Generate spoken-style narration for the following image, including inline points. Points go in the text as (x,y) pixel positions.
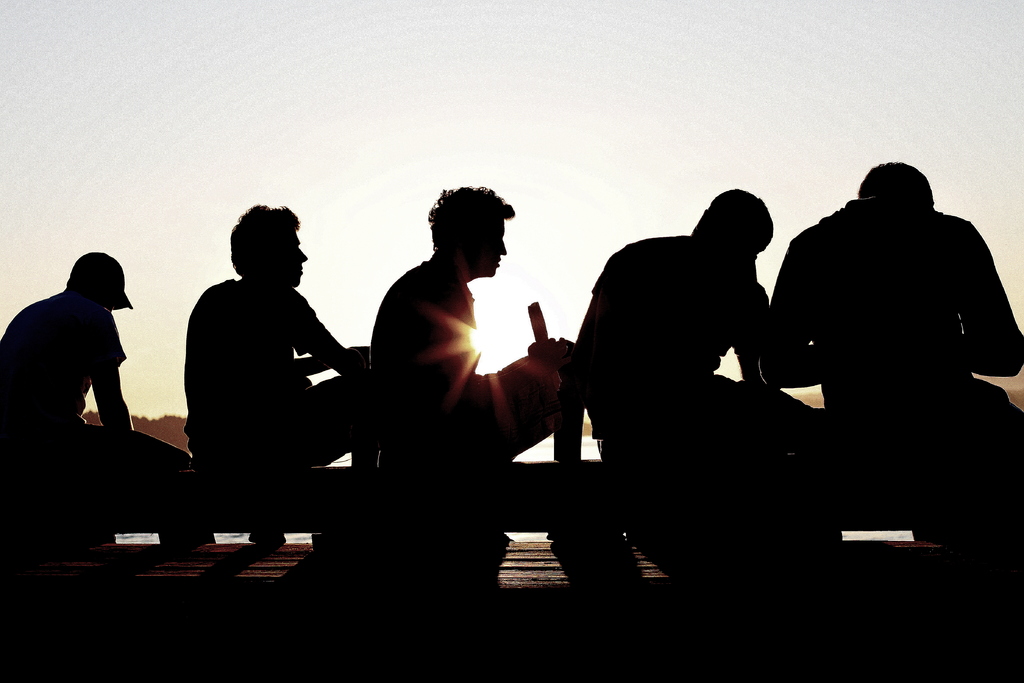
This picture describes about group of people (865,301), they are all seated.
